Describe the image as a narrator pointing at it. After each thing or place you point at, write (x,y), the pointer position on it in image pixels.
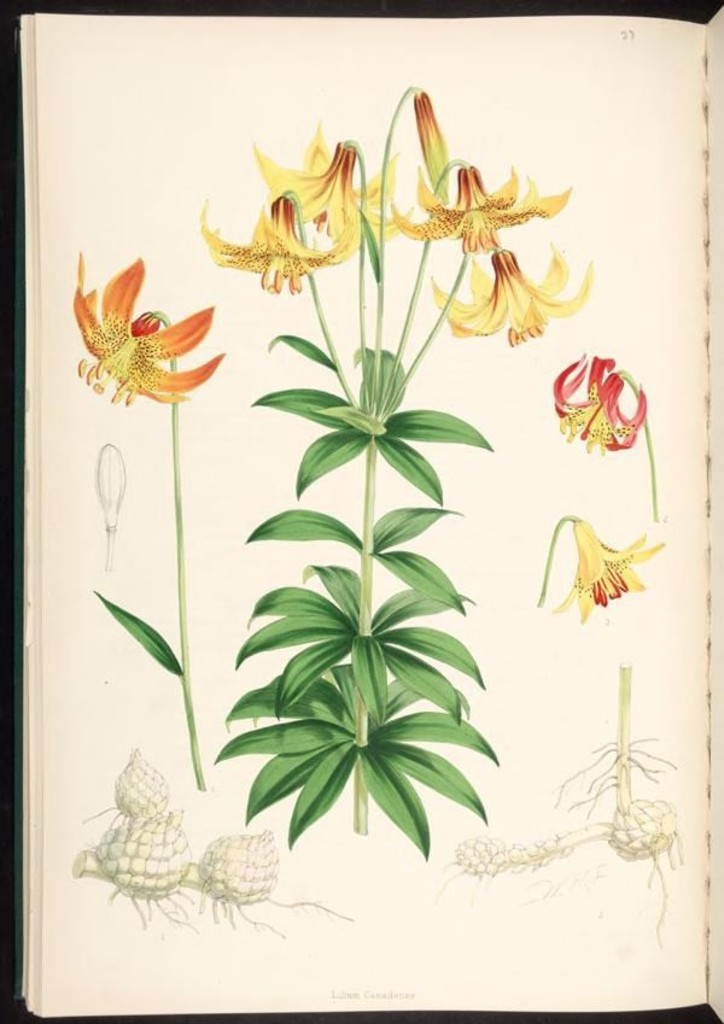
In this image we can see the poster (344,548) with plants (320,358) and flowers (497,303) and at the bottom (134,813) we can see the parts (628,749) of plants (625,767).
